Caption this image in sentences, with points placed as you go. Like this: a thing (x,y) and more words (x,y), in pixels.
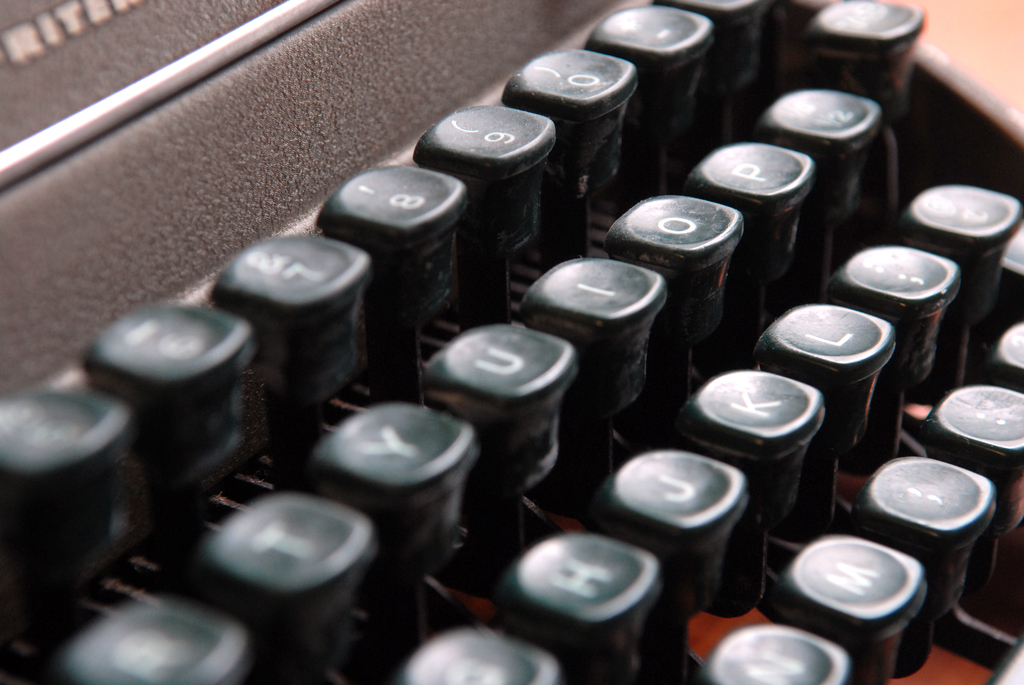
In the center of the image (455,402) we can see a typewriter (550,456) with buttons (543,375). On the buttons (533,363), we can see some letters (402,445) and some numbers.
